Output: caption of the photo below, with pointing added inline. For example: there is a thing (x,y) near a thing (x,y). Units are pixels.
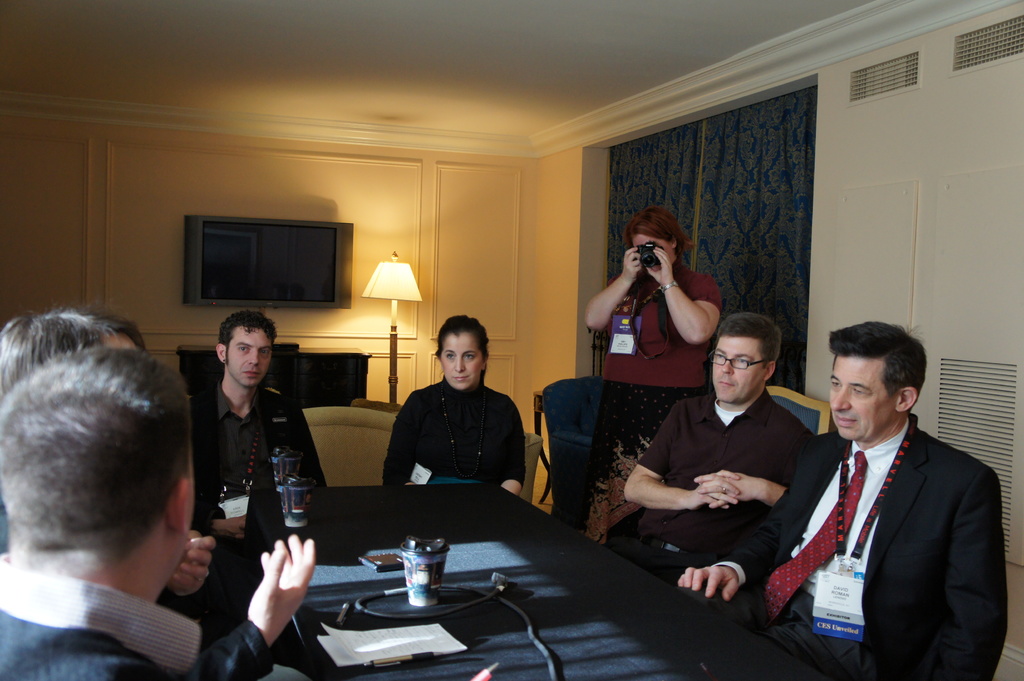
There are persons (466,452) in different color dresses (43,623), sitting on chairs (574,420), around the table (489,524), on which, there are glasses (299,506), papers (359,648), pen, cable (508,603), mobile (384,564) and other objects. In the background (684,284), there is a person (682,267), holding a camera (647,246) and capturing a photo, there is a monitor (235,266) on the wall (383,182), there is a light (382,278) on the floor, there is a window (635,171), which is having a curtain (749,171), white color ceiling (785,6) and other objects (966,396).
